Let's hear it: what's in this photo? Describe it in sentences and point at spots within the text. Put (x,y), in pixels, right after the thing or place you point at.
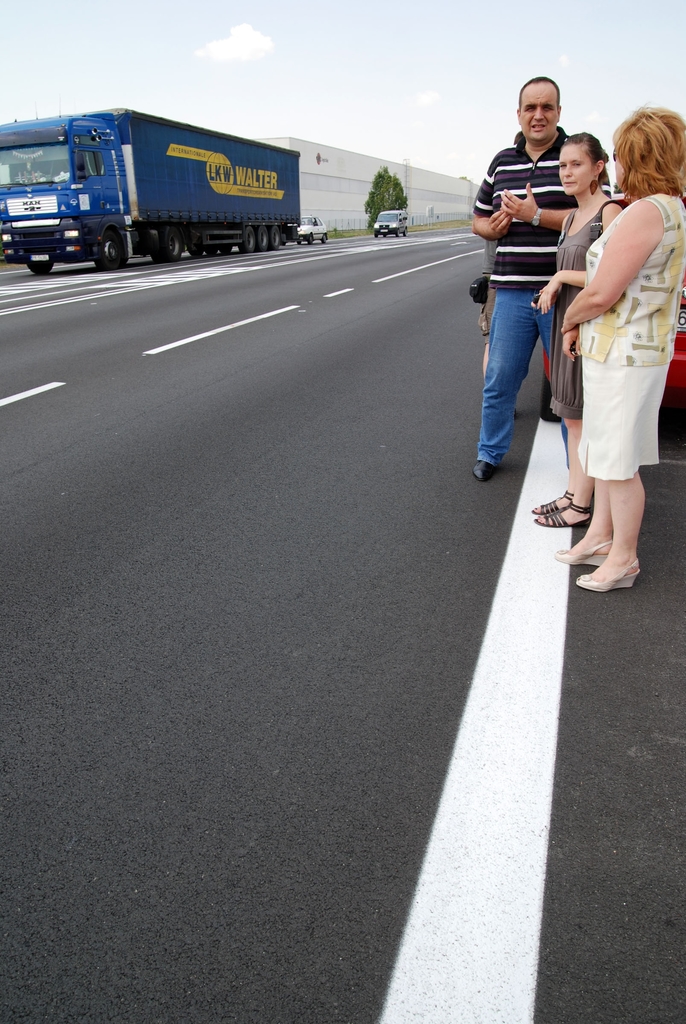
In the picture we can see a road (218,766) near it, we can see three people (498,338) are standing and opposite side of them, we can see a truck (17,238) and behind it, we can see two vehicles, part of the building wall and the sky (337,92) with clouds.
